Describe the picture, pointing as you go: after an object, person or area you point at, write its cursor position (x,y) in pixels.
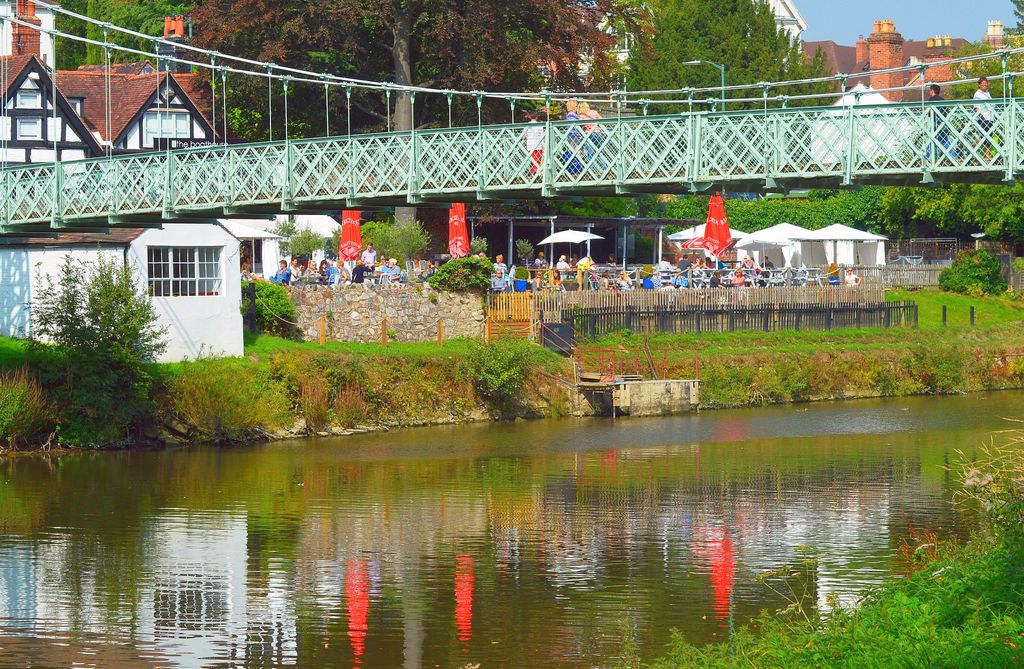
As we can see in the image there are plants (867,641), grass (867,641), water (567,535), fence (704,317), bridge (7,233), an umbrella (574,236), flags (724,213), tents (823,258), buildings (142,258) and trees (299,37). At the top (912,18) there is sky (910,6).
